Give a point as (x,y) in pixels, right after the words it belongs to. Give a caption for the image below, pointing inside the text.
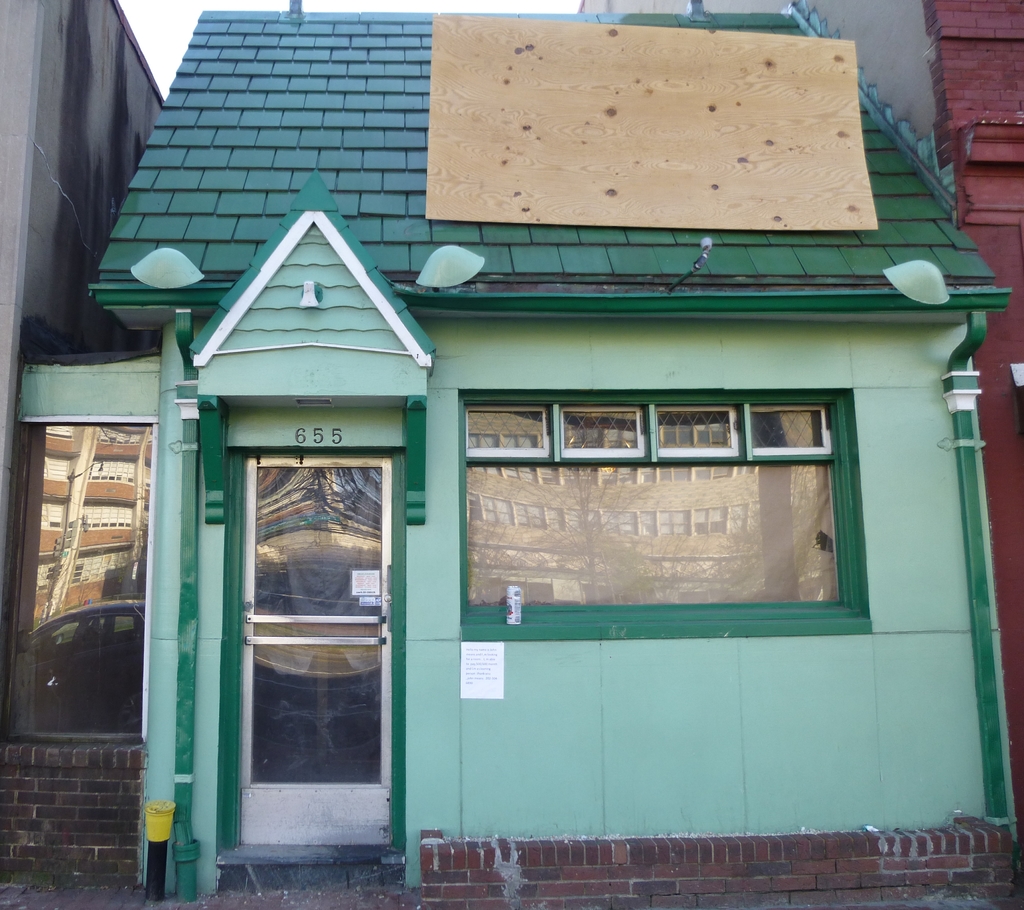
In this image, we can see small house (39,696), there is a glass door (294,541) and we can see some windows (653,482), at the top (369,10) there is a sky (349,4).
